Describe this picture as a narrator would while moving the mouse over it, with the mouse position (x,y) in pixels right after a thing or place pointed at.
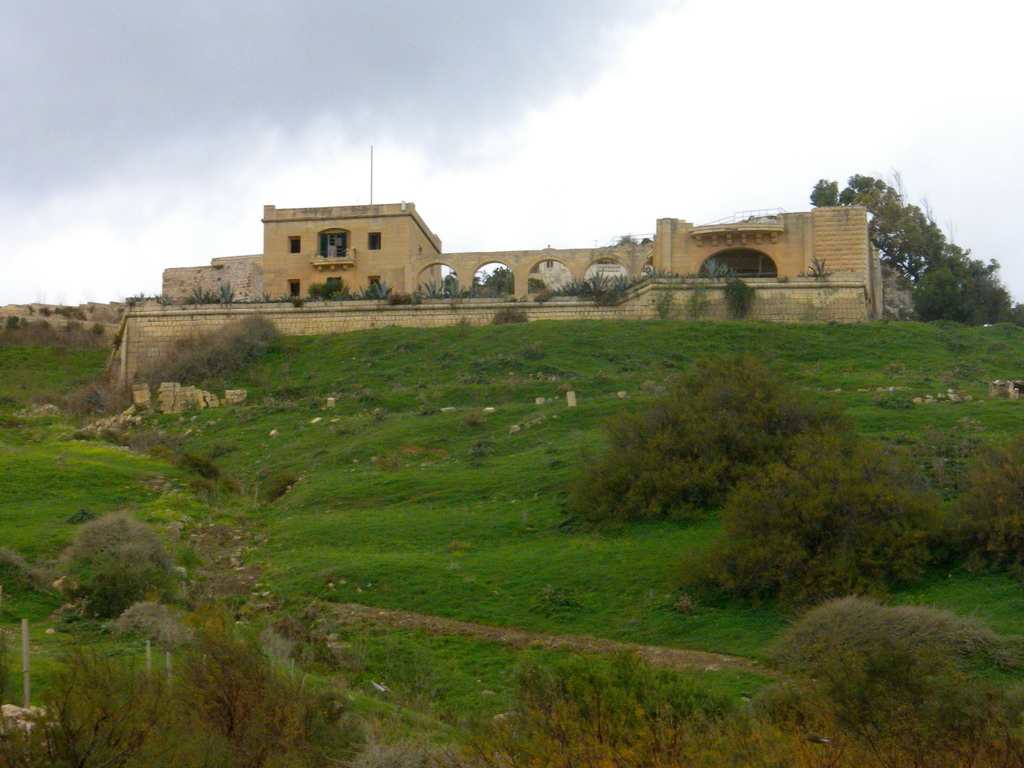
In the picture I can see the grass (482,501), plants (699,483), trees (910,237) and buildings (215,285). In the background (258,130) I can see the sky (244,118).
